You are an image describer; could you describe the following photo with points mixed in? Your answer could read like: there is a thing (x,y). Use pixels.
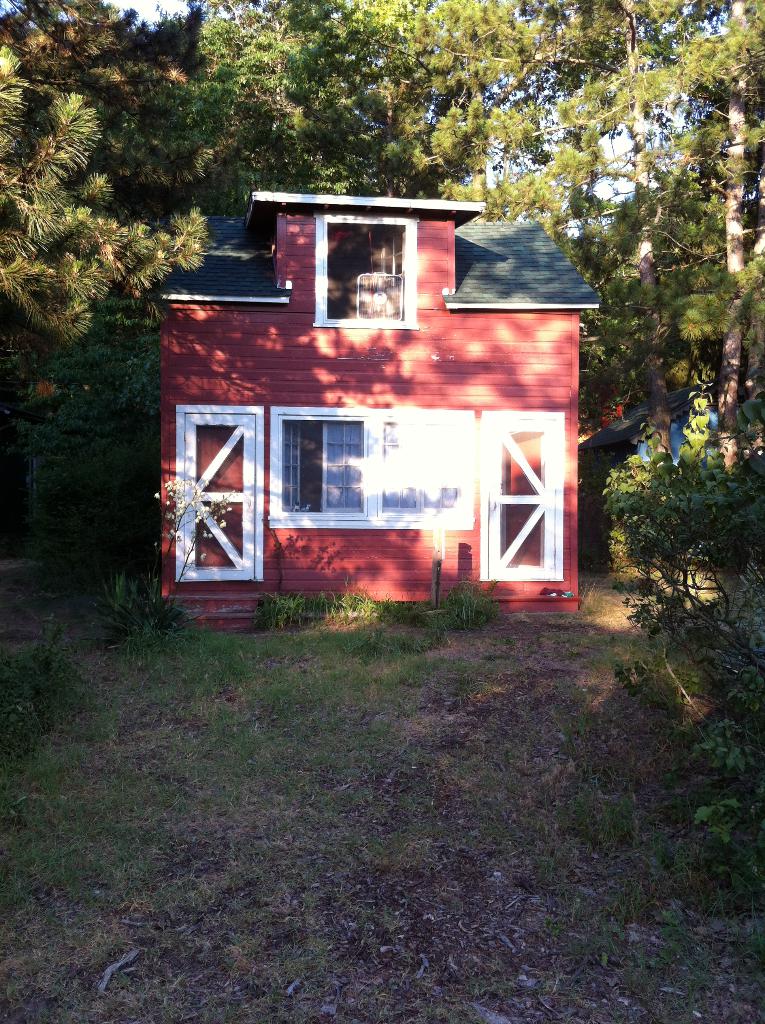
At the bottom (484,742) we can see grass (555,726) and leaves (555,726) on the ground (565,823). In the middle (356,367) there is a house (324,379), windows (340,461) and doors (235,493). In the background (364,167) there are trees (99,420), houses (23,499) and sky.
